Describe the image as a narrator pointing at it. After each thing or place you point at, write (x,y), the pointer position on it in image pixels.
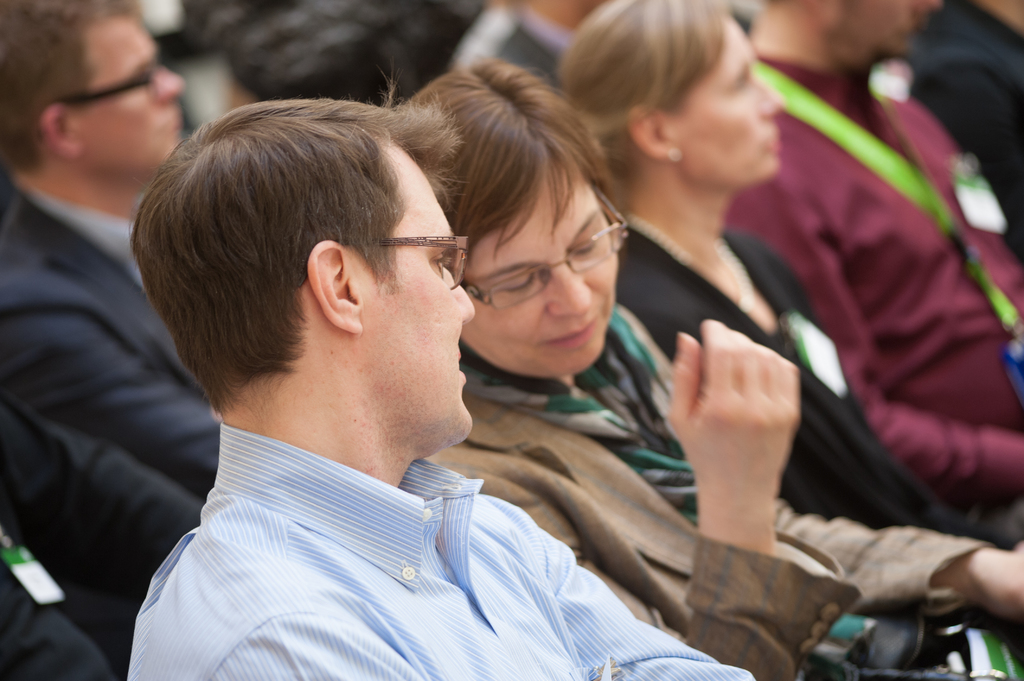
In the foreground of this picture (379,553), there is a man (379,553) and a woman (512,479) talking to each other. In the background (831,89), there are persons (80,136) sitting.
